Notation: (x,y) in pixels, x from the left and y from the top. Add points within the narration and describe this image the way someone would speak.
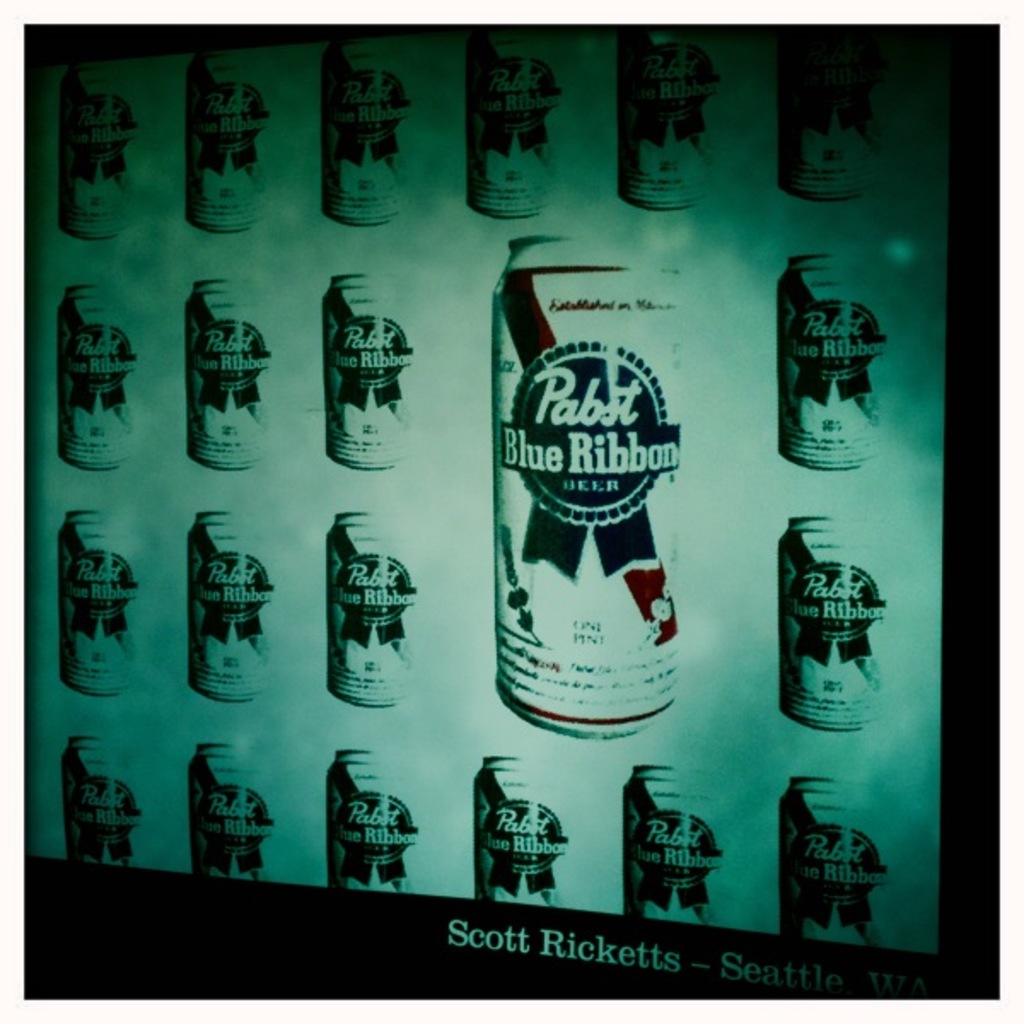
In this picture, we see the television screen (509,652) which is displaying the beer cans (224,365) or it might be a banner (652,469). In the background (681,249), it is green in color. At the bottom (263,920), it is black in color. This picture might be clicked in the dark.
